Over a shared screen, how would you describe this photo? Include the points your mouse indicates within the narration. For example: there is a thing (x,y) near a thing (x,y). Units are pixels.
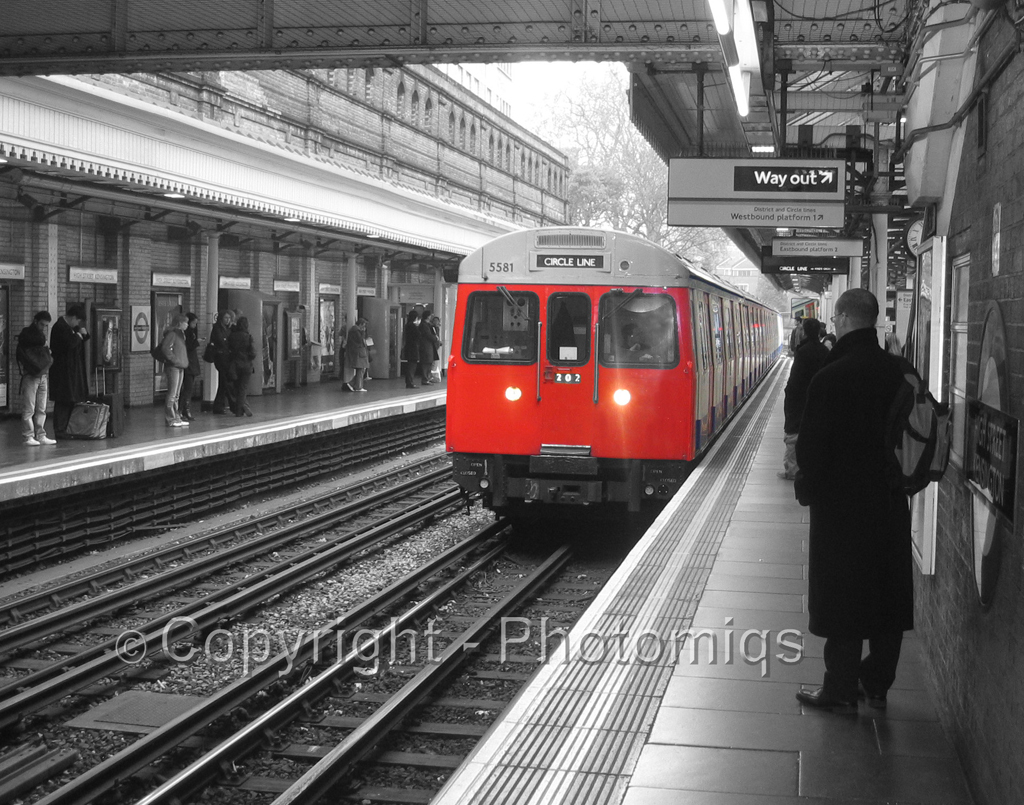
There are railway tracks (328,701). On the railway track (467,584) there is a train (547,425) with lights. On the sides there are platforms (766,597). On the platforms (791,566) there are people (182,407). Also there are pillars (54,313). On the right side (773,196) there are boards (783,208) hanged on the platform (698,639). In the back (608,179) there are trees (605,191).
